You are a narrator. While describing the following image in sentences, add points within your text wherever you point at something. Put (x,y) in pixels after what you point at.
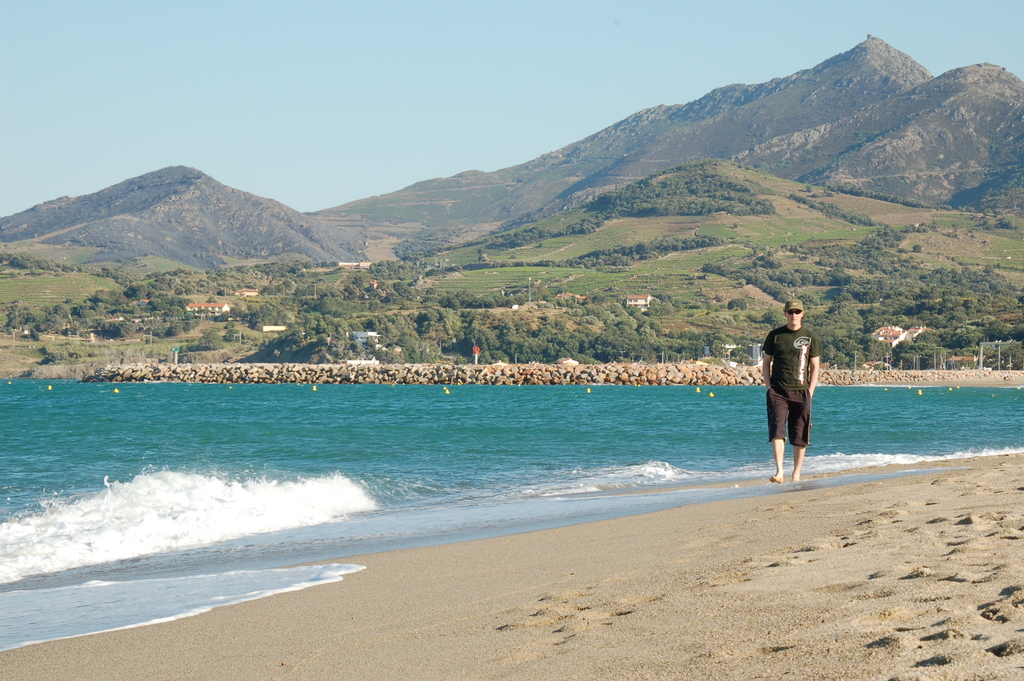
In this image I can see ground (692,554) and on it I can see a man (795,347) is walking, I can see he is wearing t shirt (794,374), shorts (801,405) and a cap (799,307). In the background (230,450) I can see water (286,412), number of trees (134,297), buildings (366,340), mountains (889,158) and the sky (332,100).
